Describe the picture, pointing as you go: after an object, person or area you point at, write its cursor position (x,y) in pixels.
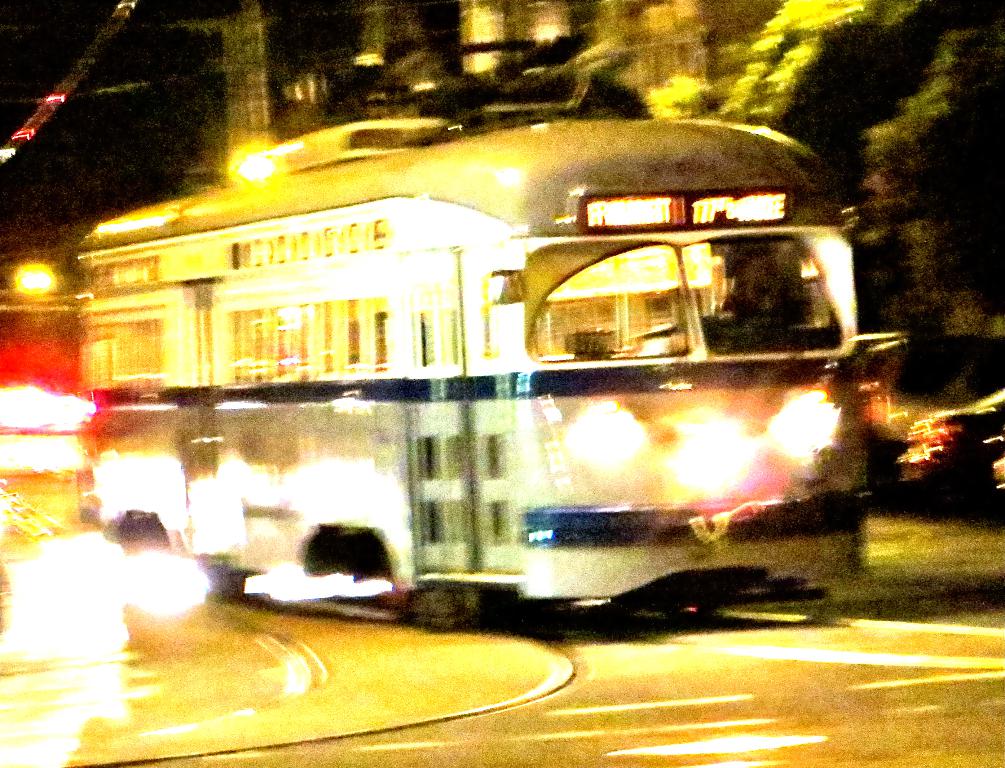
This is a slightly blur picture. I can see vehicles (399,193) on the road (969,733). There are trees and some other objects (577,6).
